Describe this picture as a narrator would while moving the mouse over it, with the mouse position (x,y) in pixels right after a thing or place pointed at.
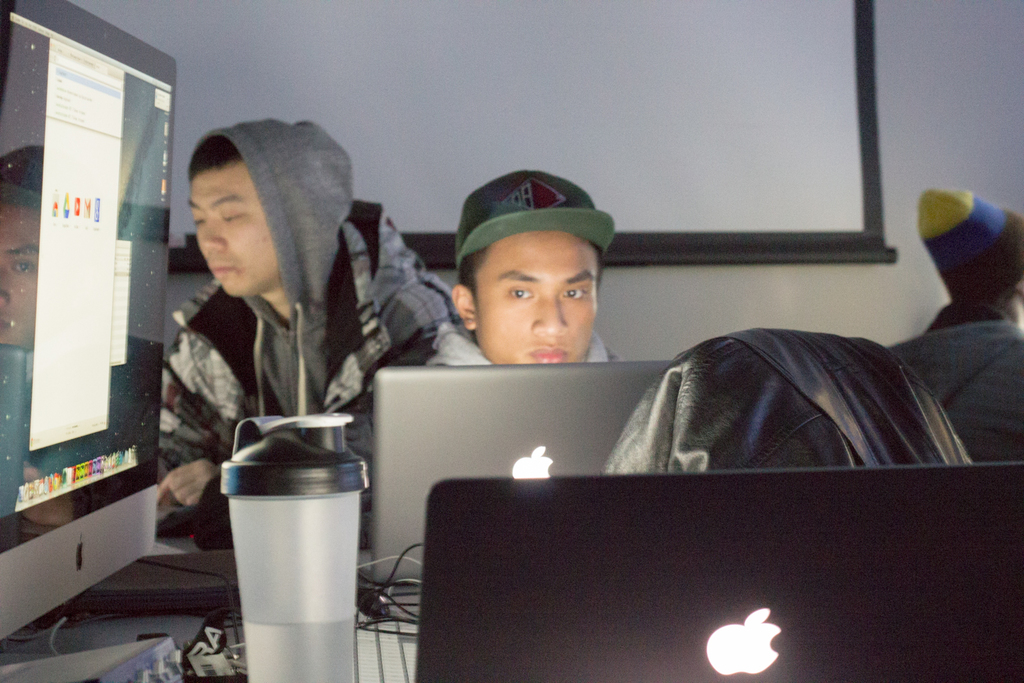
In the image there are three people (360,254) and two of them are working with laptops (697,544) and other gadgets (138,397), there is a bottle (294,580) kept beside one of the laptop (457,413) and in the background (486,176) there is a projector screen (728,131) in front of the wall (866,271) and on the right side of the wall (935,291) there is another person (985,324).
